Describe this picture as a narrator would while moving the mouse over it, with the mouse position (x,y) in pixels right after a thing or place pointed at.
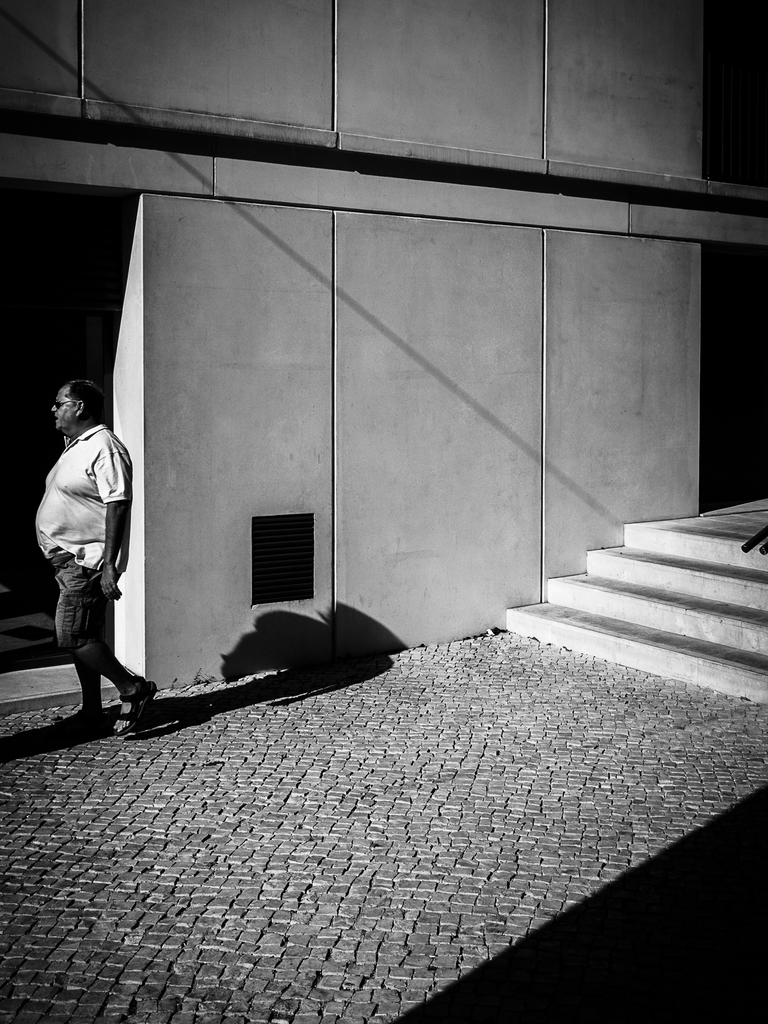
As we can see in the image there is a building (440,417), stairs (716,636) and a man (89,655) wearing white color shirt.
